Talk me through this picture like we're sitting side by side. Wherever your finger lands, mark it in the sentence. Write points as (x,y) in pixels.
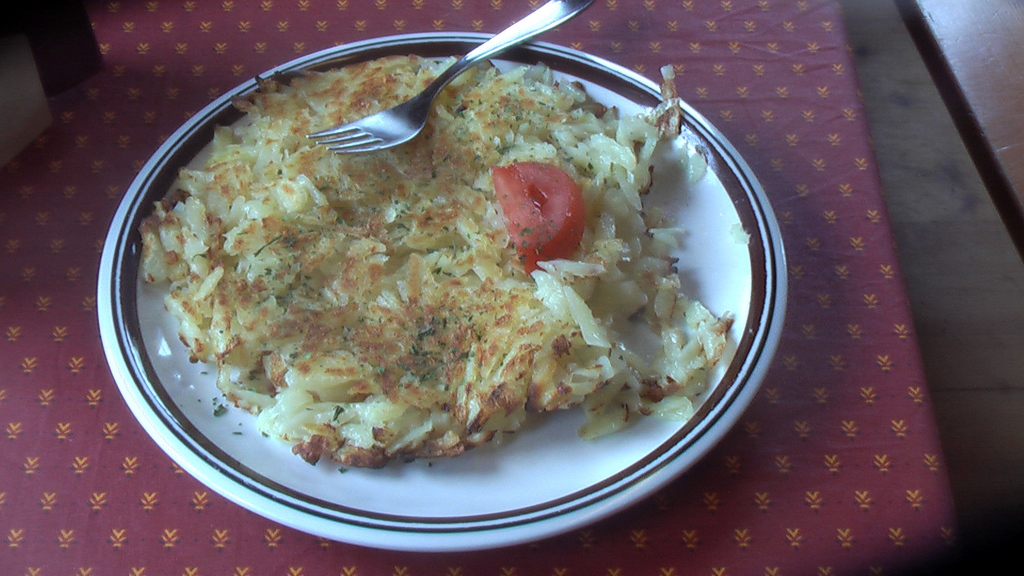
In this image there is a food item (477,225) on a plate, there is a fork (424,115) placed on top of the food item (426,207), the plate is on top of a table (146,570).
